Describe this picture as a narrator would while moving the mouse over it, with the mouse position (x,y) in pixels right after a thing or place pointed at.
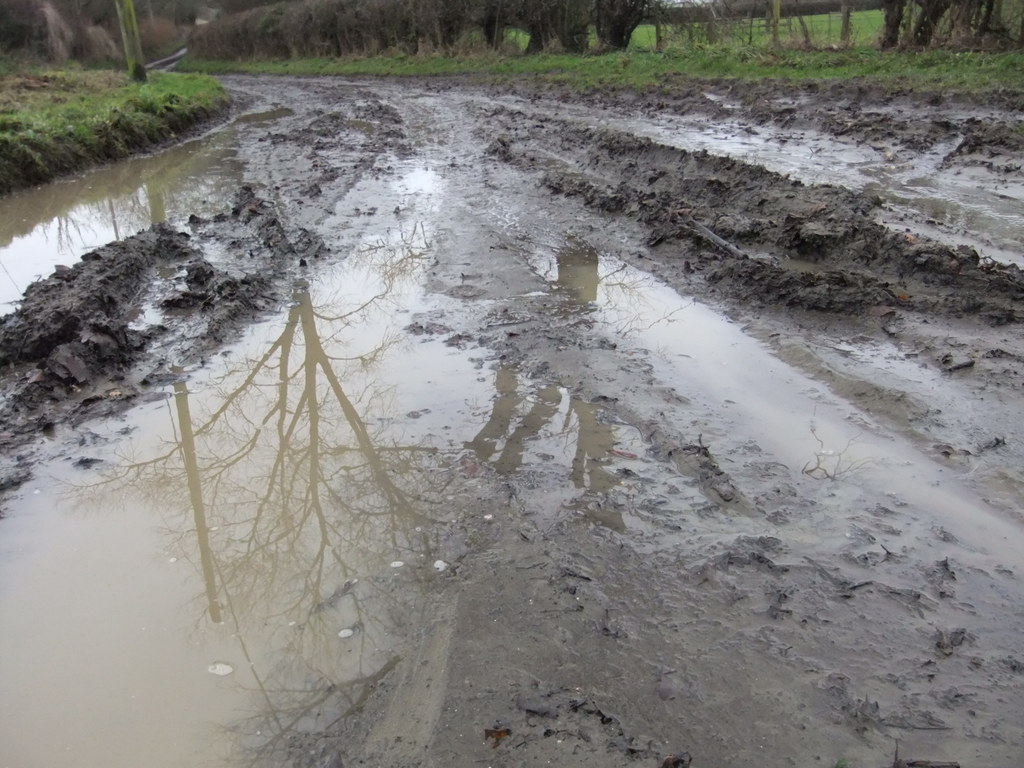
In this image I can see a soil (564,379) on which I can see water (94,608), at the top (196,25) I can see trees (626,27).
